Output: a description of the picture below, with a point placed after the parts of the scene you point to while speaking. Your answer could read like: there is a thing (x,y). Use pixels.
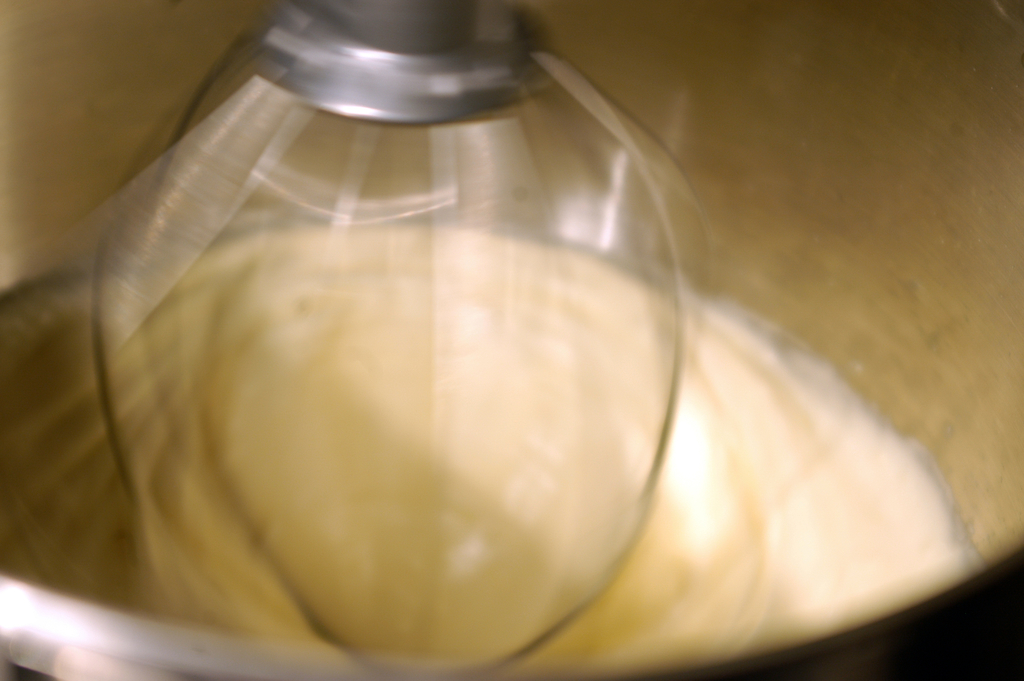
In this image we can see the batter (728,457) in the bowl (827,245). We can also see the stirrer (383,378).
